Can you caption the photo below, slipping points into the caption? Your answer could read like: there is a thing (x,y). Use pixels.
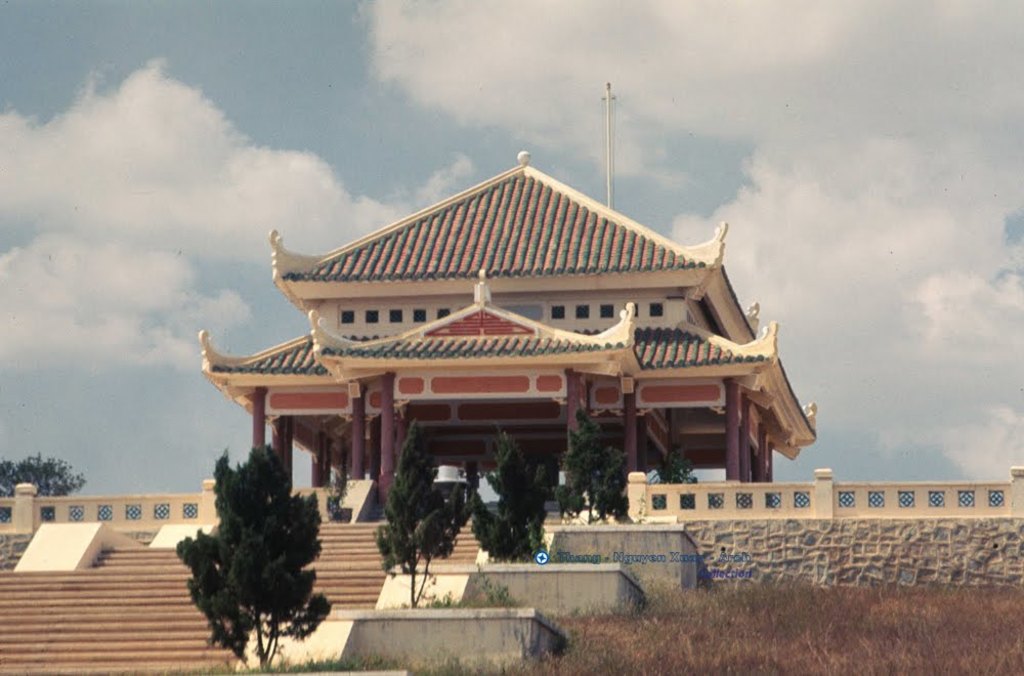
In this picture it looks like a building (474,315) and I can see stairs (142,612) and few trees (23,481) and I can see grass (812,625) on the ground (818,599) and a blue cloudy sky (543,156).
